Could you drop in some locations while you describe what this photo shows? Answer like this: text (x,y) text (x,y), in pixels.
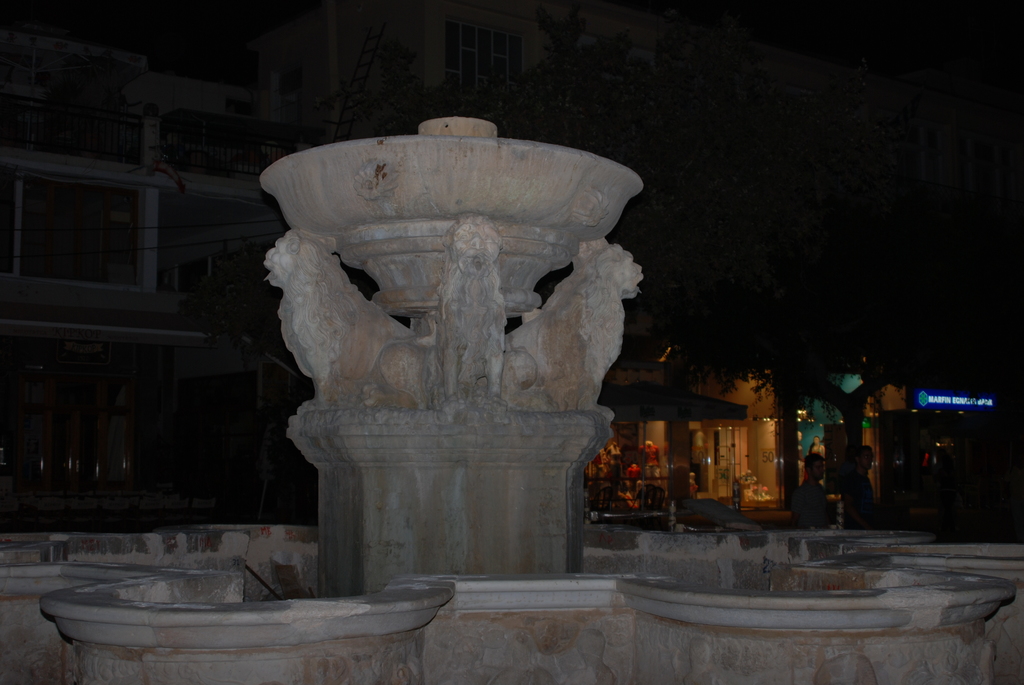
We can see statues (577,405) on the platform (351,583) and wall (398,580). In the background (683,450) it is dark and we can see building (70,122), people (799,487), tree (854,424), board (944,408) and few objects (653,478).
